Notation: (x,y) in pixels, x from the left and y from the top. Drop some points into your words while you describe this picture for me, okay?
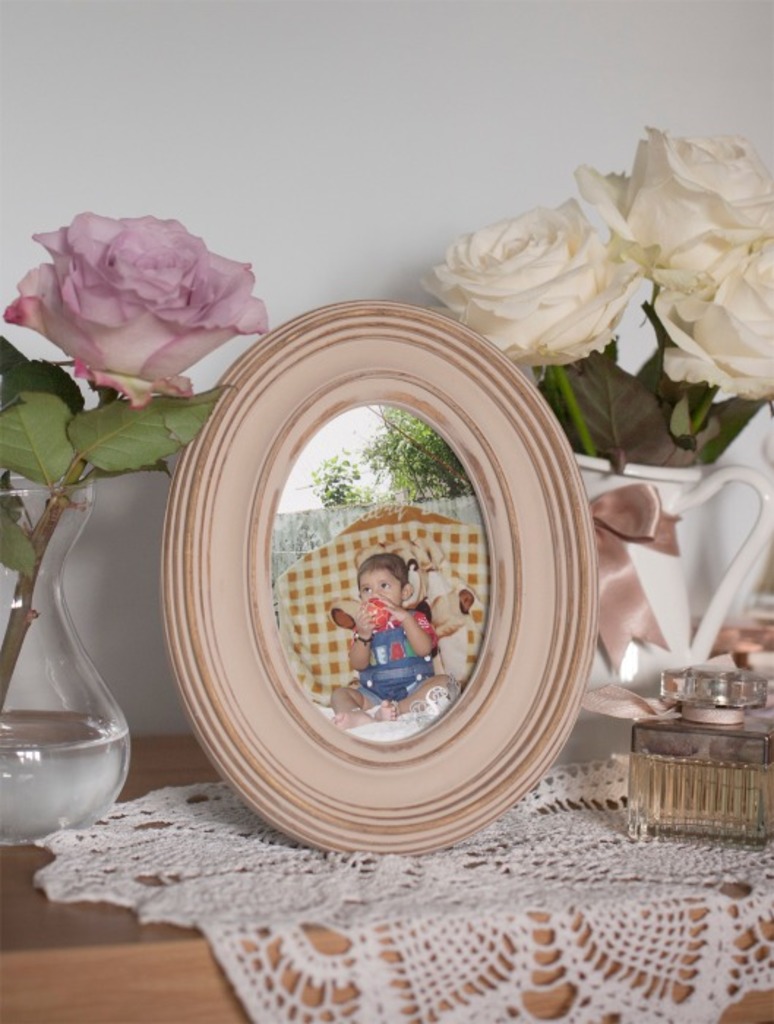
In this image, at the center (453,646) there is a photo frame (373,763) in which there is a baby (394,587) holding something in hand (400,612) which is not completely visible and she is sitting in chair (345,582) or something and behind there is a wall (327,524) and tree (407,445). Coming to left side of this image (47,476), it contains a rose (93,345) which is immersed in glass (57,794) containing water (54,784), jar (78,646) containing water (97,812) and in right (649,280) there are 3 roses (727,389), they are present in some jug (675,646). It seems like table (113,938) or something on which this flower (175,339) is present. Behind there is a wall (104,652).
